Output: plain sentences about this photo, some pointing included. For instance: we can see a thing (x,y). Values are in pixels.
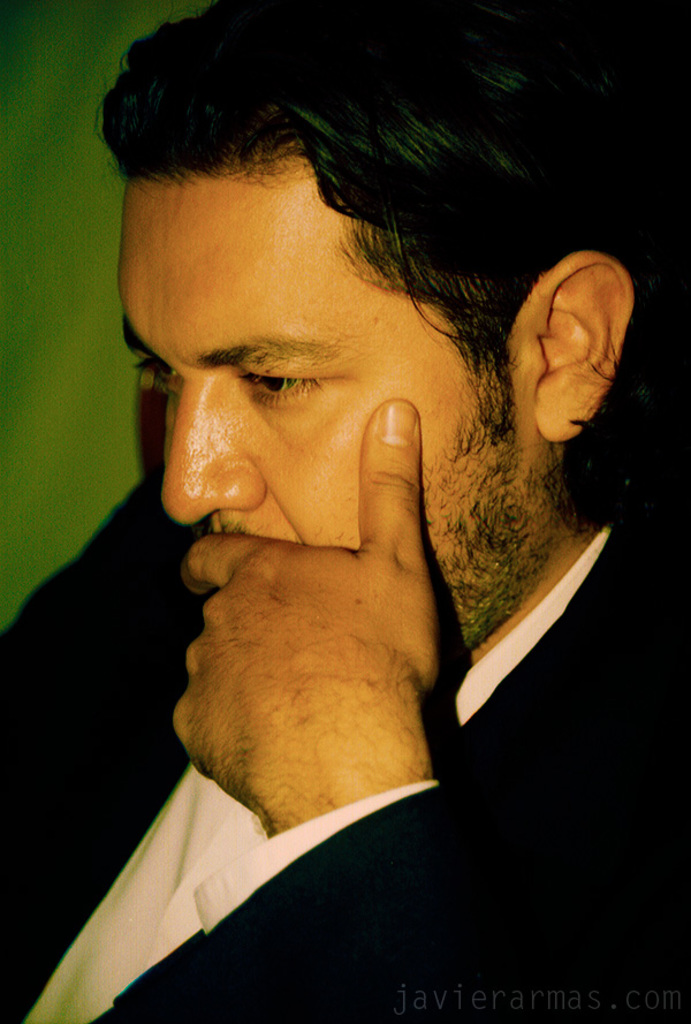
This image consists of a man (351,337). He is wearing a black coat (17,744). He has a beard (472,614).
